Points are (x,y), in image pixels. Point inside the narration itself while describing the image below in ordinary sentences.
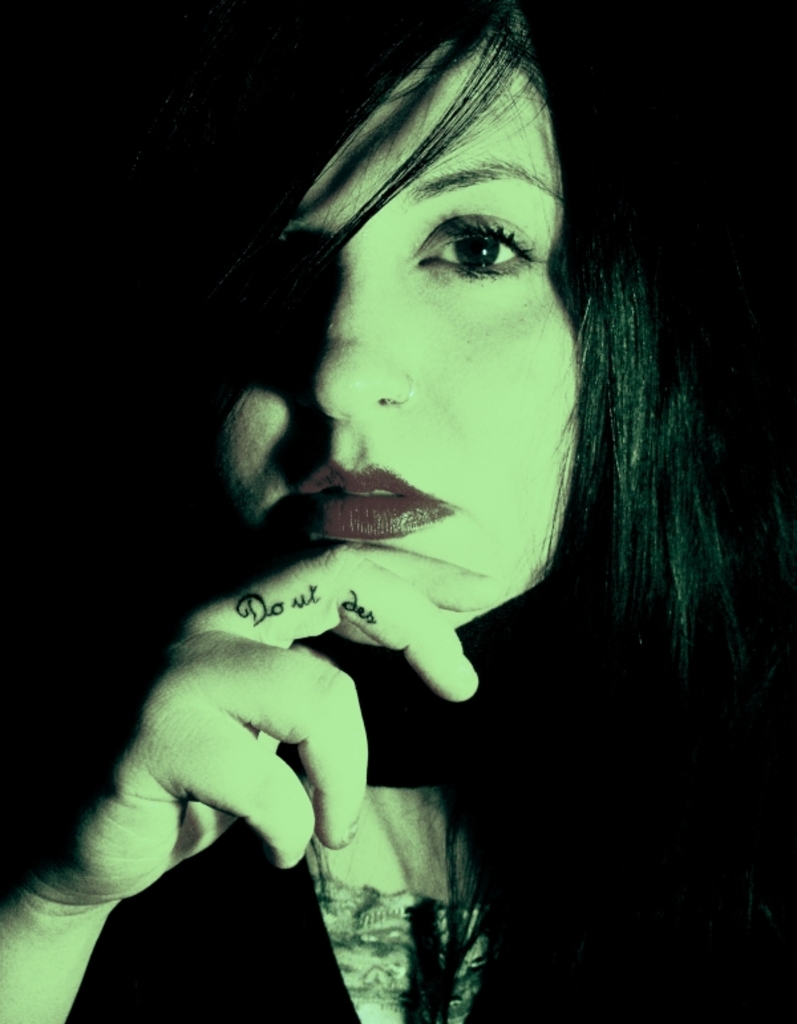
There is a woman (543,364) having a tattoo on her finger (377,610). And the background (2,565) is dark in color.
